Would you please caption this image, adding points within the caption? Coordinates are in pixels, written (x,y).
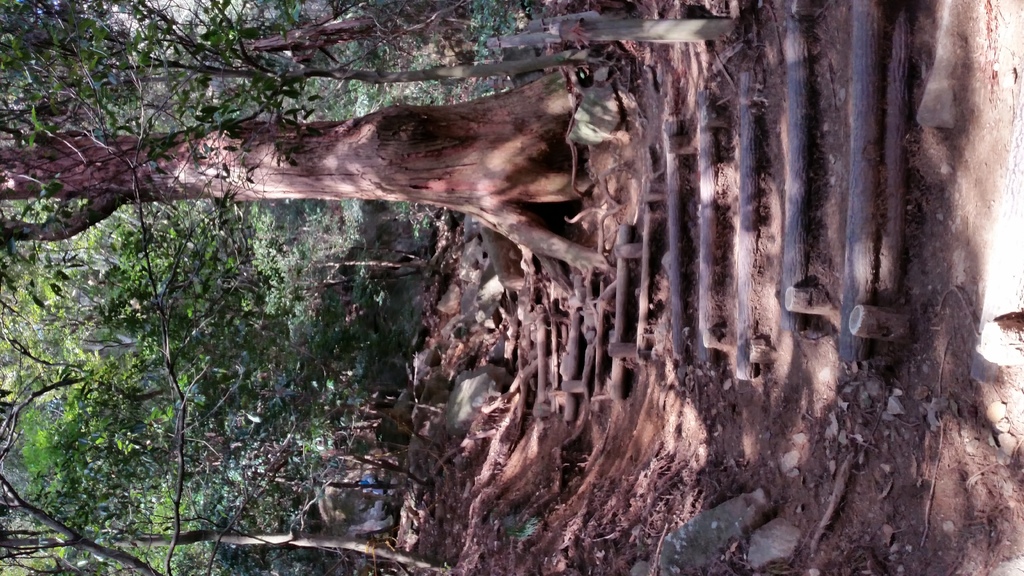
This is a rotated image. In this image there are trees (284,139) and few wooden sticks (699,301) are arranged on the surface (798,441).
